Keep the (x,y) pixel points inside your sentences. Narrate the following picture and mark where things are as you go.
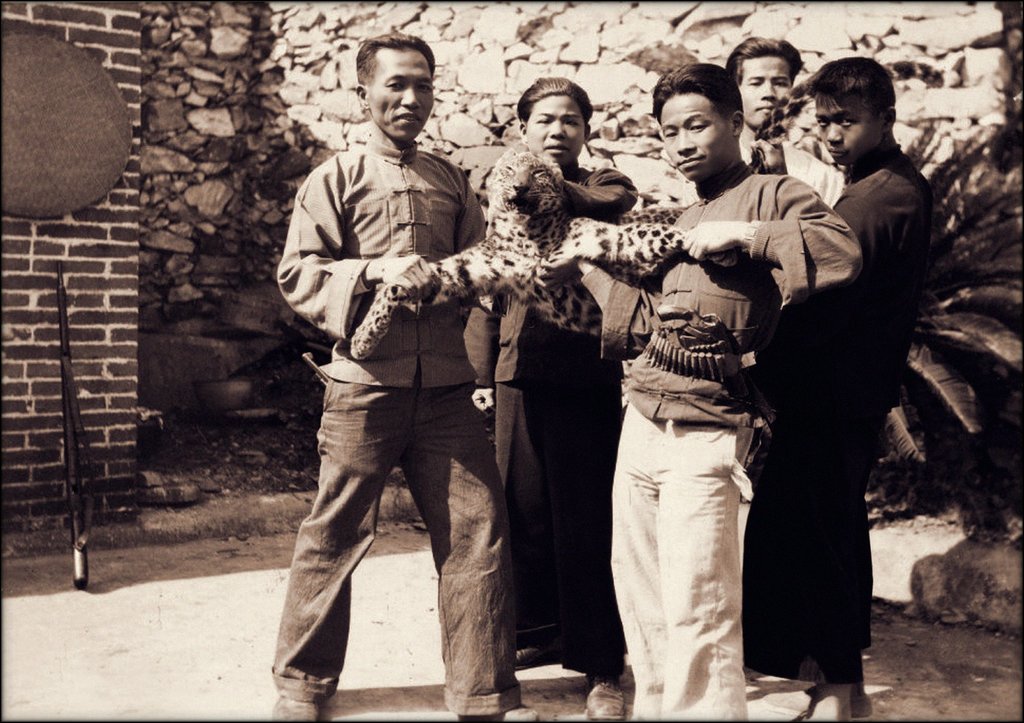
In this picture we can see some people (711,212) standing and holding a leopard (641,252), on the left side (21,242) there is a wall (78,233), we can see some rocks (211,221) here, on the right side (983,291) there is a plant (983,275).
